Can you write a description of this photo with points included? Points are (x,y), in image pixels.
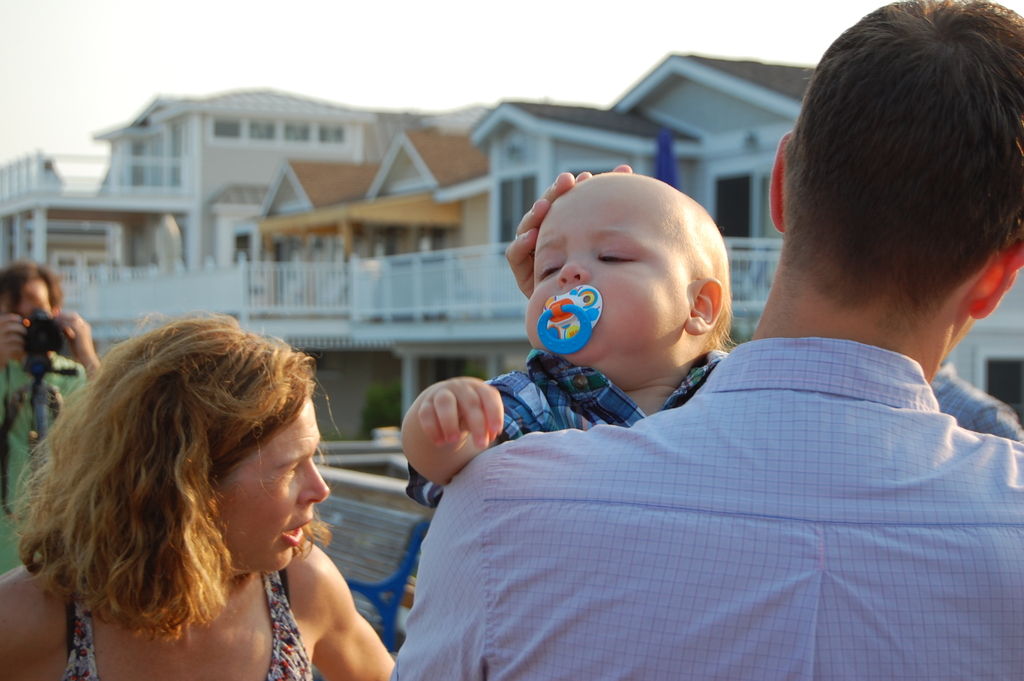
This picture is clicked outside, and in the foreground (467,555) we can see the group of people (148,342). On the right (875,290) there is a person (828,417) carrying a baby (621,396) and seems to be standing. In the background (254,40) we can see the sky (295,15), buildings (340,229), green leaves (369,409) and a bench (340,521). In the left corner (45,295) there is a person (27,401) holding a camera (36,352), standing and seems to be clicking pictures.
